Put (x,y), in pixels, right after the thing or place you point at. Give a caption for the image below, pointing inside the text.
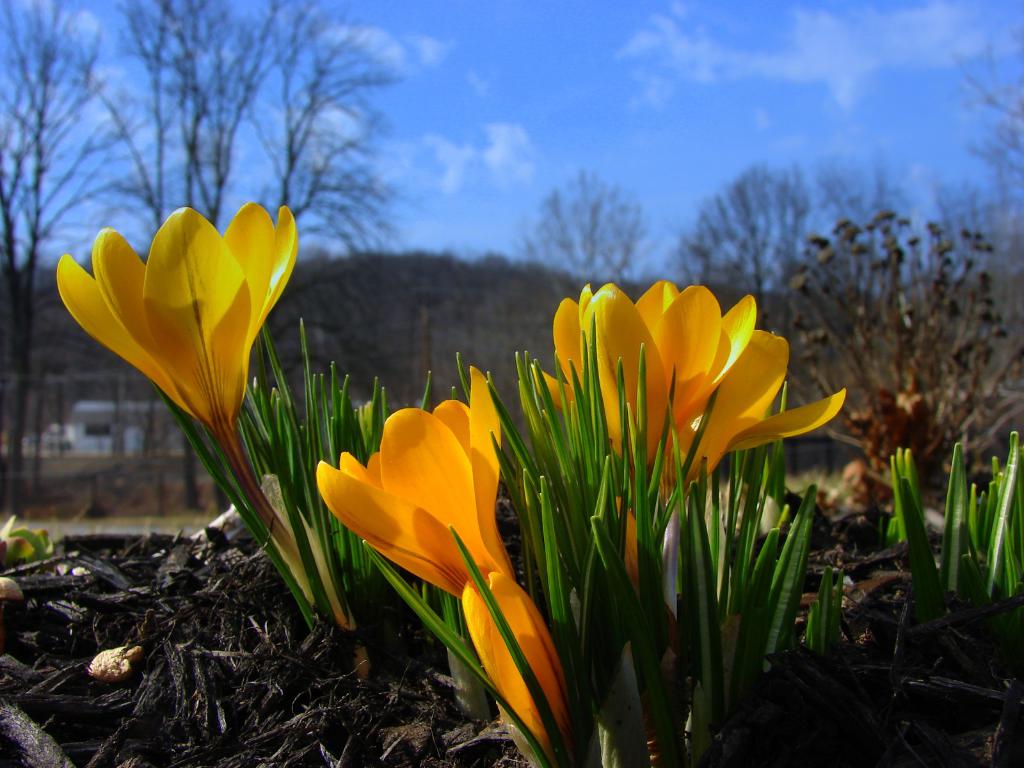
In this picture we can see yellow color flowers (429,520), some leaves (715,470) and soil (386,636) at the bottom (525,612), in the background (928,250) there are some leaves (752,240), we can see the sky (619,77) at the top of the picture (555,64).
